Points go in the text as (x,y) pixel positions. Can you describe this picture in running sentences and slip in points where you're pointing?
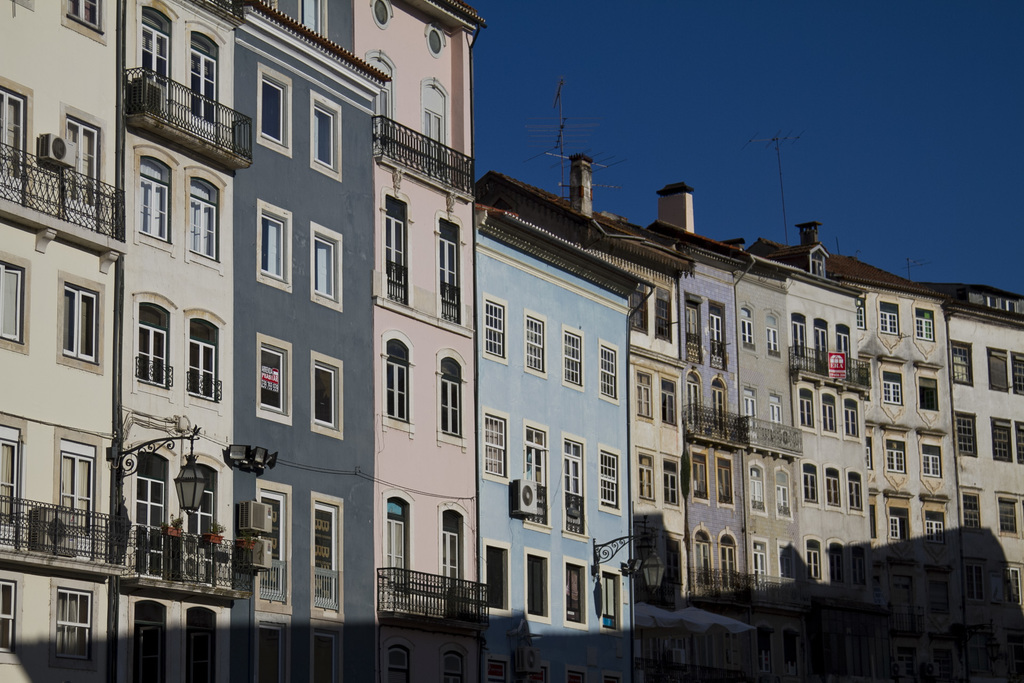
In the picture we can see many buildings (434,470) which are side by side each other and to the buildings (925,550) we can see the windows (21,316) and behind the buildings (752,467) we can see a part of the sky (729,147) which is blue in color.
